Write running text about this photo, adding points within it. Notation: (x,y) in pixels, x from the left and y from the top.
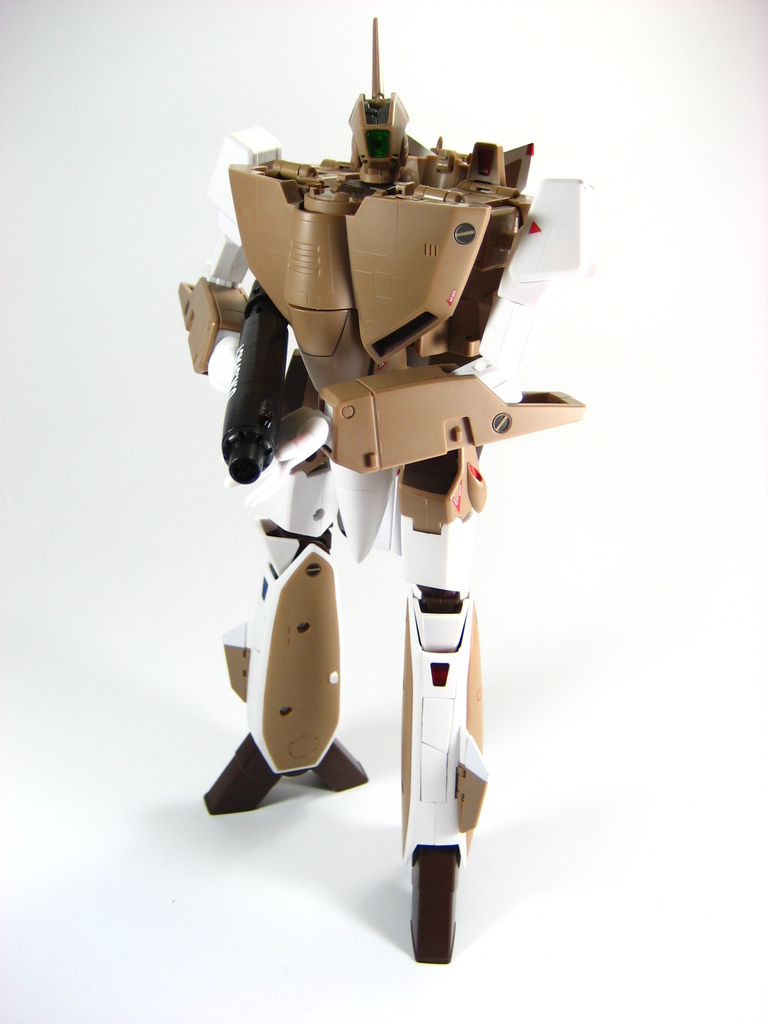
In this image the background (54,610) is white in color. In the middle of the image (388,471) there is a robot (394,506).
